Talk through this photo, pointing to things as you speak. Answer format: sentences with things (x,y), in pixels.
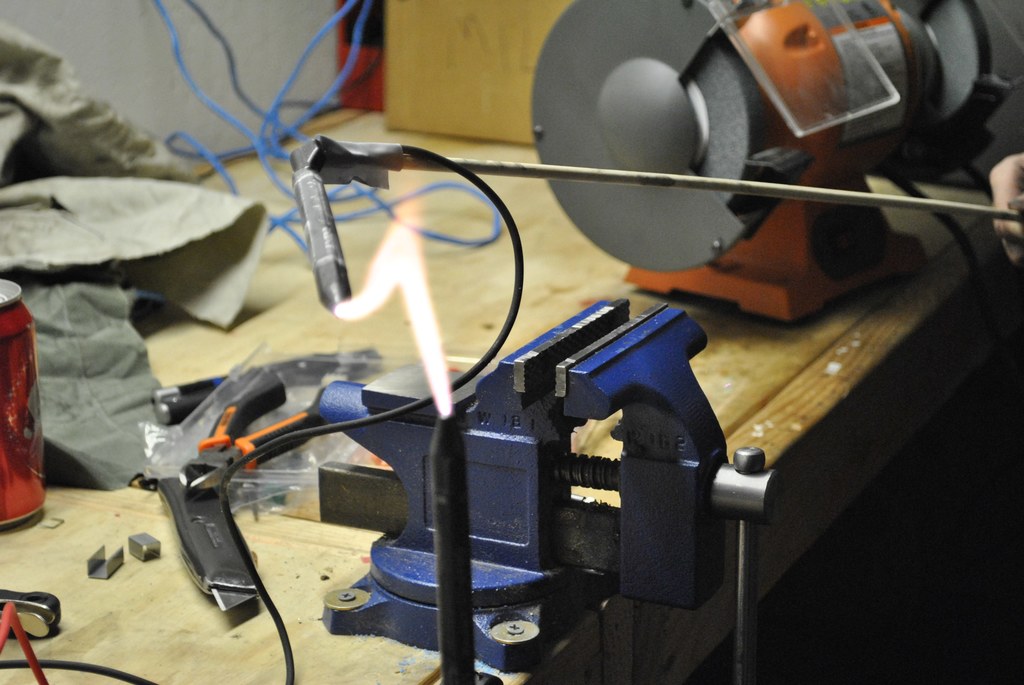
In this picture I can see couple of machines (712,145), few instruments (207,546) and a can (14,483) on the table (148,511) and I can see a human hand (1000,172) holding a metal rod (881,195) and I can see fire (435,370).
